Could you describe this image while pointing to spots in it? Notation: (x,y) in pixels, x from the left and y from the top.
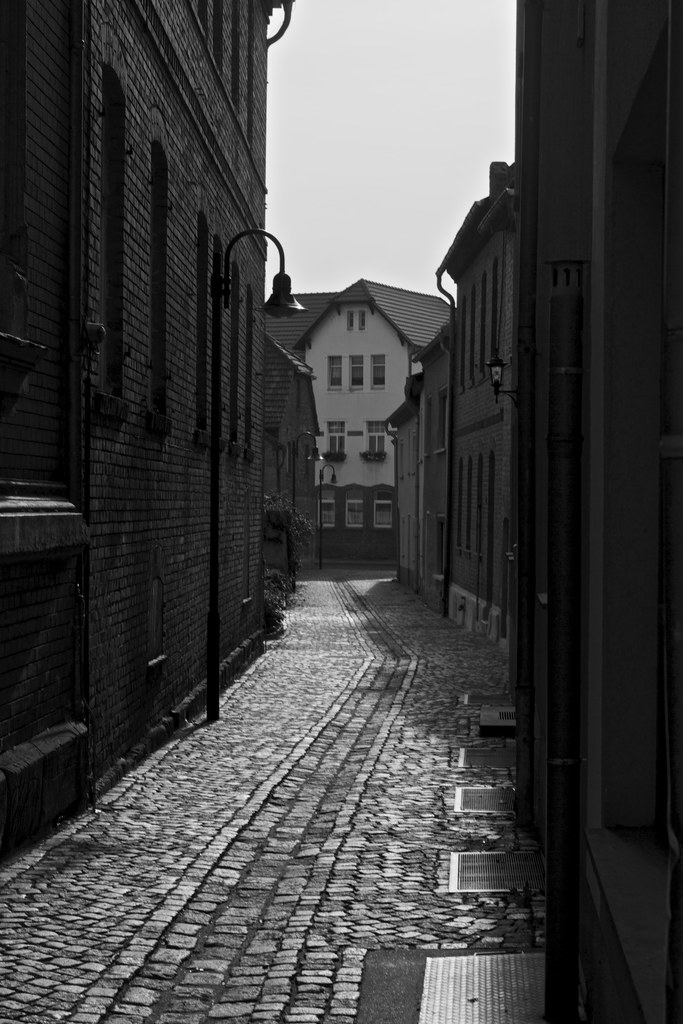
This is a black and white image. And there is a road (246,697). On the sides of the road (302,570) there are buildings (253,362) and a street light pole (287,284). In the background (340,388) there is a building (343,388) with windows (332,385). Also there is sky (354,153).
